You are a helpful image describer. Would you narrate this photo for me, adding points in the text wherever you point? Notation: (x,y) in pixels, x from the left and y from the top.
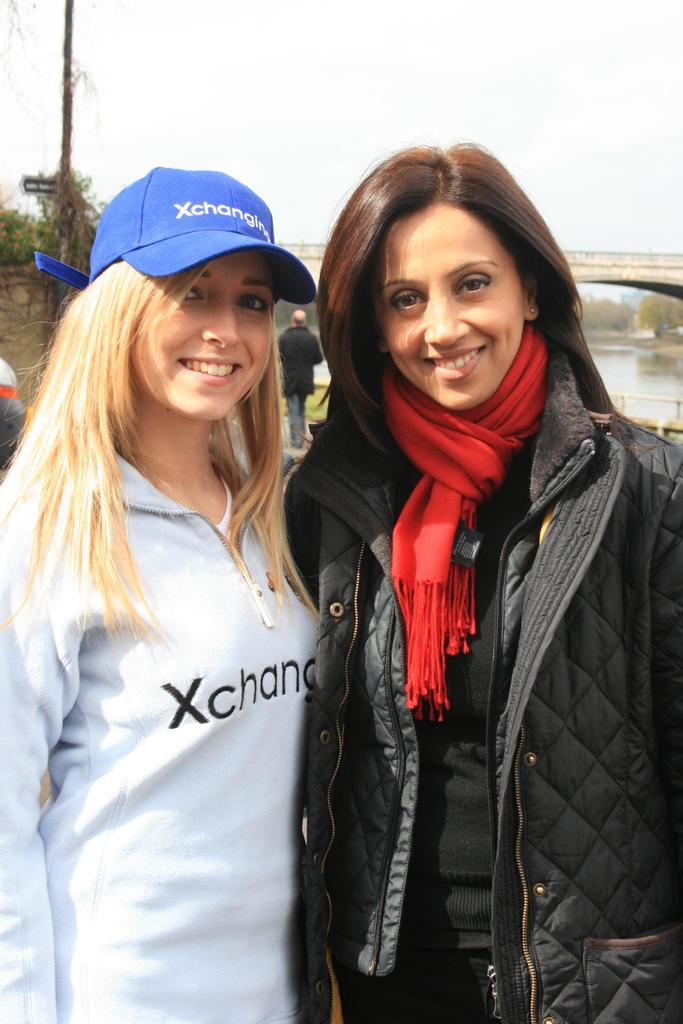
In this image in the foreground (273,437) there are two people (205,562) standing, and one person (371,527) is wearing a jacket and scarf (487,437) and one person (212,253) is wearing a cap (238,209). And in the background (600,254) there is a bridge (594,254), trees (54,219), pole (63,192) and river (613,357). And at the top (400,74) there is sky (289,95).
